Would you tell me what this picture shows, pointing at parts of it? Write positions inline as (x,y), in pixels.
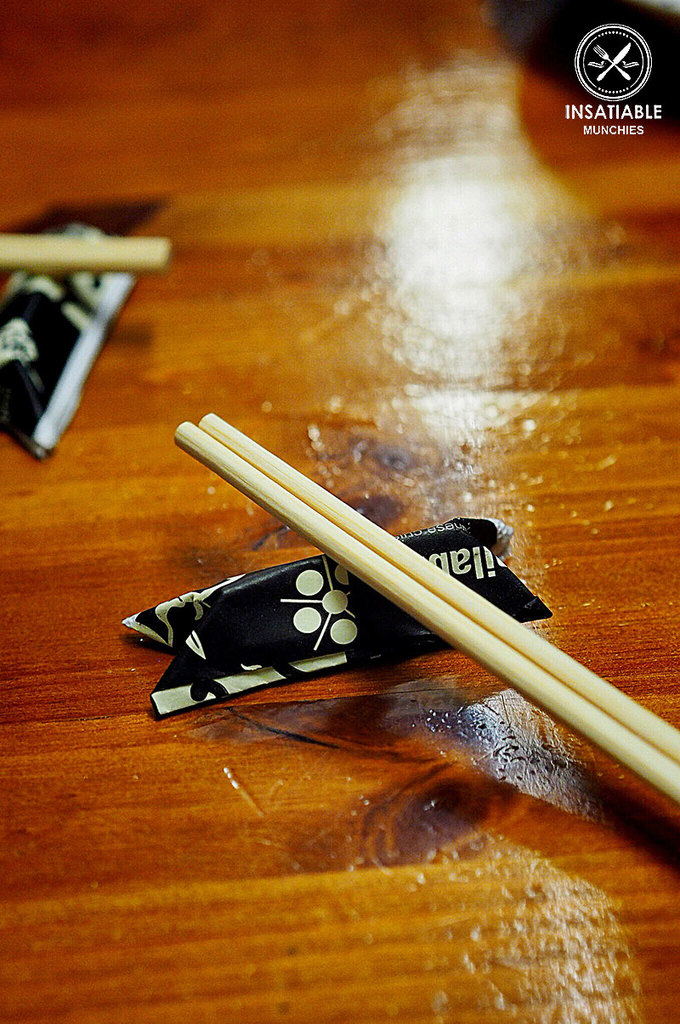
We can see chopsticks (349,528) and a paper (242,660) on the table (536,378).
